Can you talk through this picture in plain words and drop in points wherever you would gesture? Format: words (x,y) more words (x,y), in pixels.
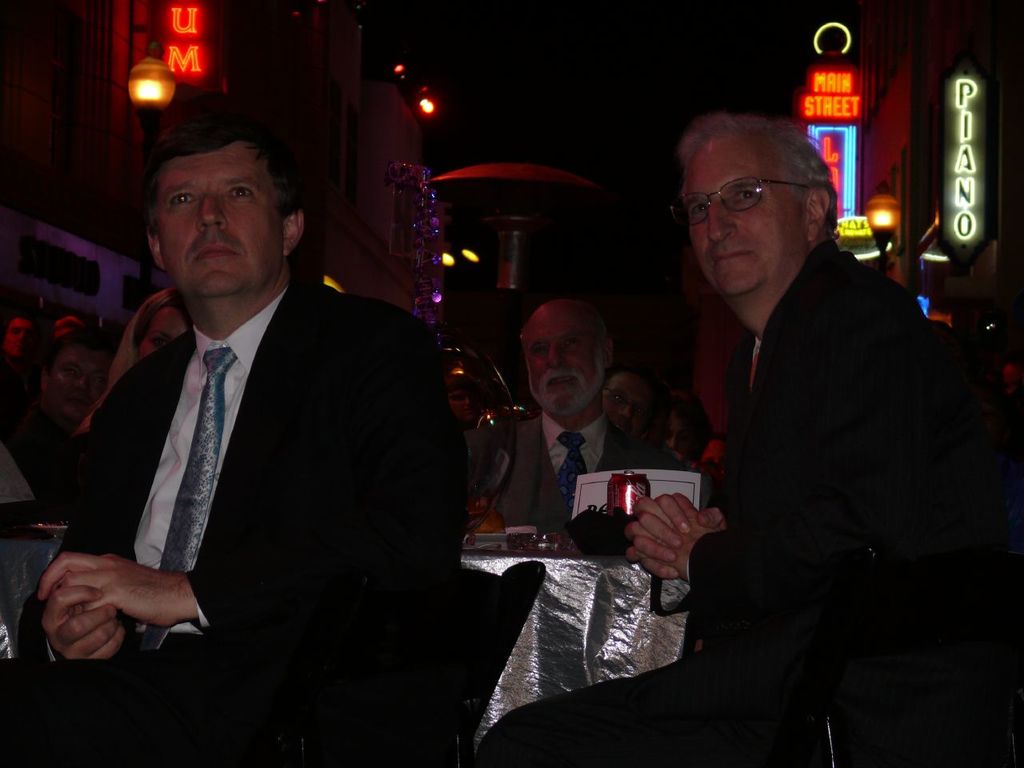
In this image we can see many buildings (914,54), some lights (164,90), some nameplates (859,243) are attached to these buildings (314,79). One pole (519,196) is there, There are many people (243,380) sitting on the chairs (831,626). Two tables (55,554) covered with a silver cloth (568,575), some different objects (540,541) are on the table (23,523).
